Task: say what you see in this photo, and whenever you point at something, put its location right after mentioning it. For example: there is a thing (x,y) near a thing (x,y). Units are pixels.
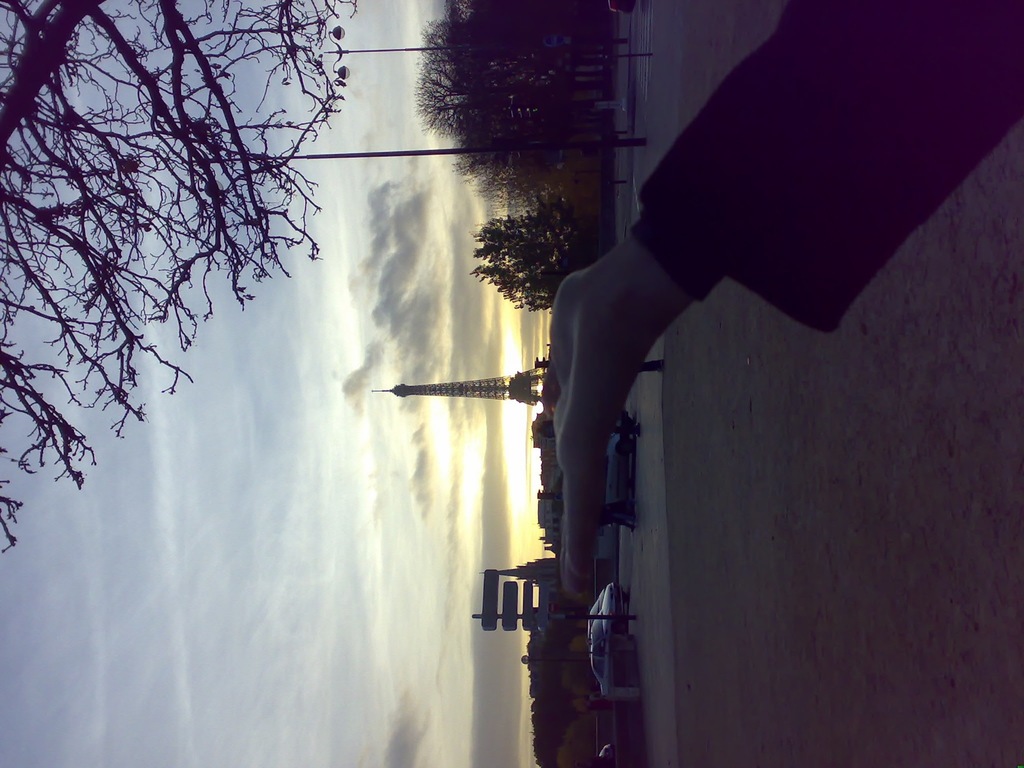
In this picture we can see a person's hand (583,550) and the ground (833,535). In the background (613,455) we can see vehicles (620,472), poles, trees (580,172), buildings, boards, tower (504,386) and the sky (337,473) with clouds (348,426).
